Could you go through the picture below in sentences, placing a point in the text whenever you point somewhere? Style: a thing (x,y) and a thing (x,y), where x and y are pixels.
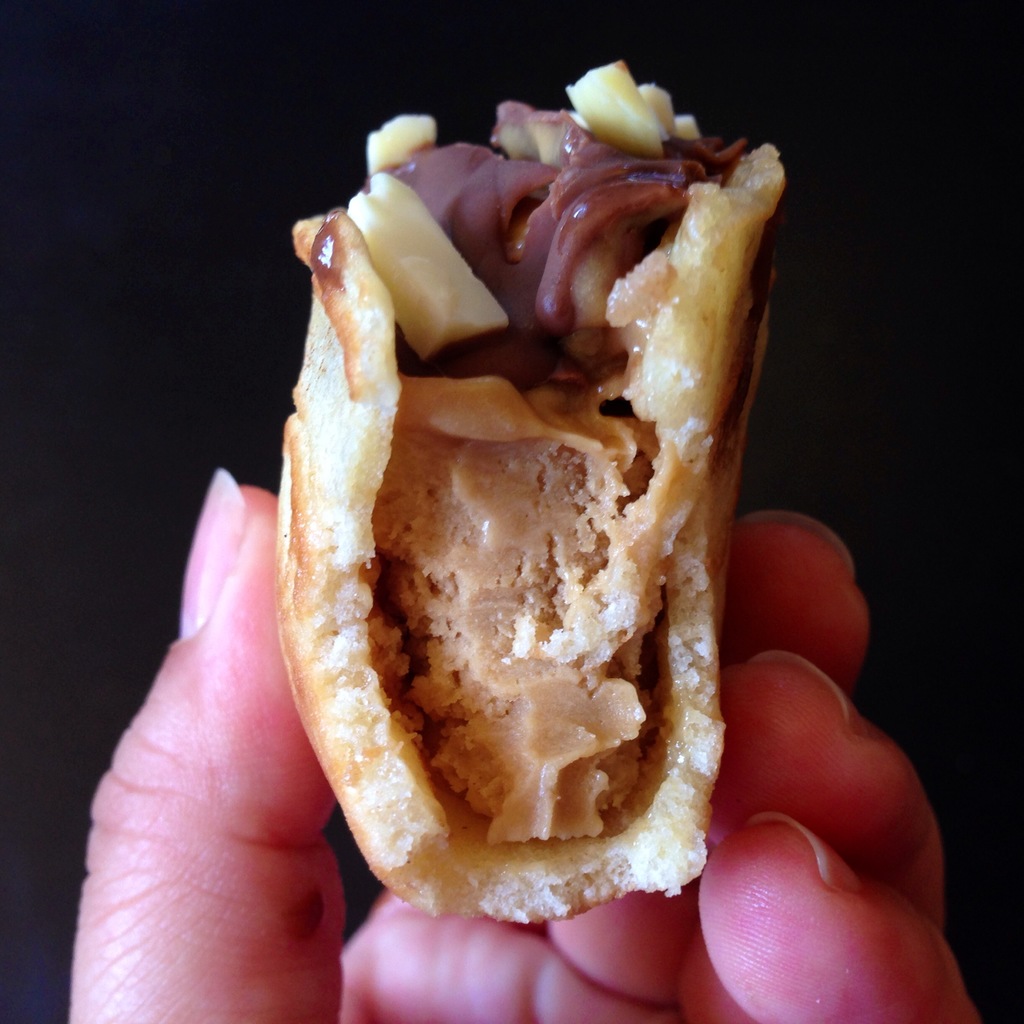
In this picture there is a person (289,779) holding the food (578,673). At the back (142,264) there is a black background (101,207).
